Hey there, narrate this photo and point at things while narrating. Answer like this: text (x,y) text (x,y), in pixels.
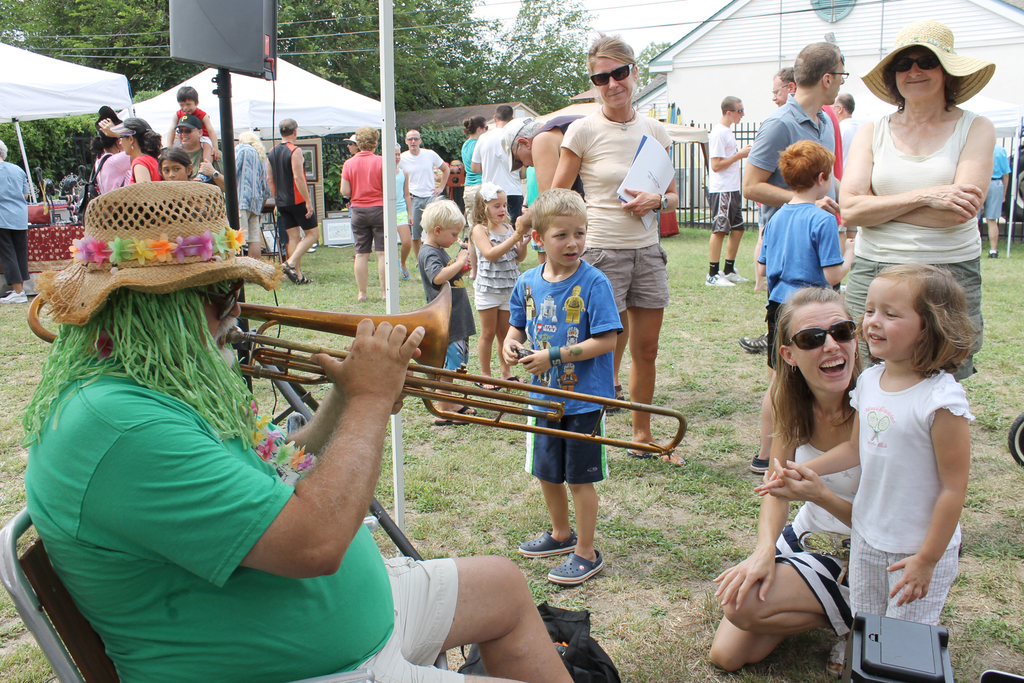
In the foreground of the image (116,464) there is a person (257,538) sitting on a chair (323,681) wearing a cap (122,257) and playing a musical instrument (422,355). To the right side of the image (926,353) there are people (600,236). At the bottom of the image (649,651) there is grass (658,608). In the background of the image (666,106) there is a house (826,38). There is a fencing (680,156). There are trees (161,86). There are tents (251,91). There is a board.
